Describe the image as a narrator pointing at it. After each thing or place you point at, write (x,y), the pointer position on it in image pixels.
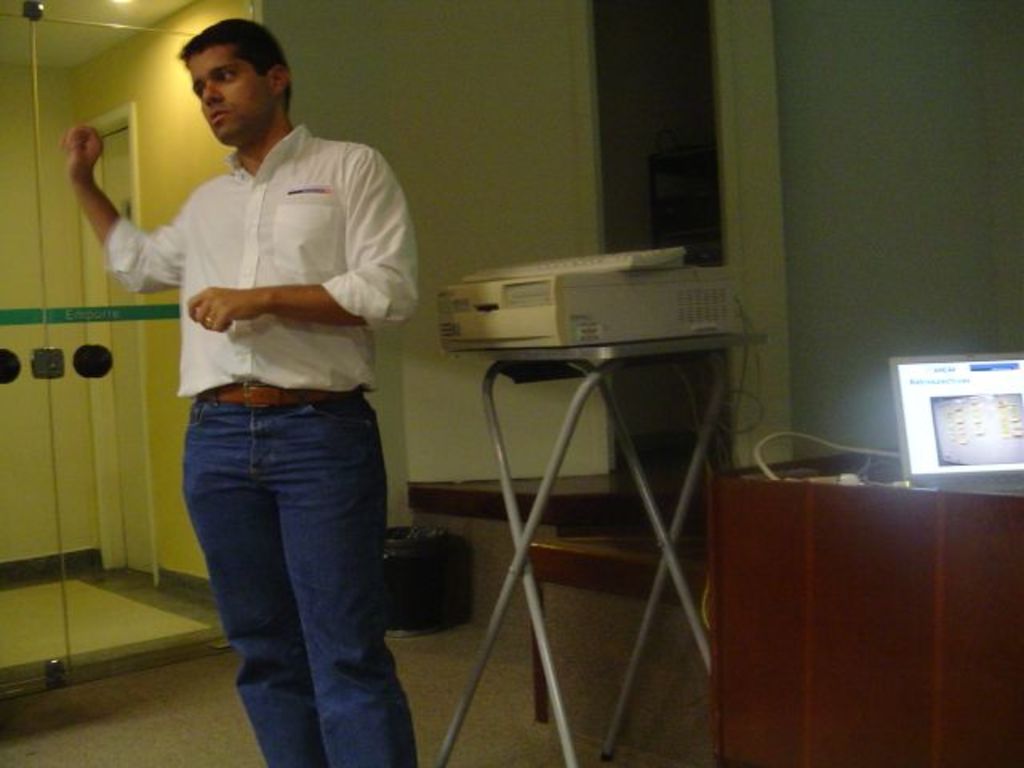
This is the picture of a room (895,191). In this image there is a person (275,175) standing and there are devices (983,431) on the tables (945,745). At the back (99,39) there is a dustbin (406,542) and there is a glass door (14,469), behind the glass door (113,515) there is a wooden door (117,538). At the top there is light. At the bottom (161,701) there is mat (175,699).
